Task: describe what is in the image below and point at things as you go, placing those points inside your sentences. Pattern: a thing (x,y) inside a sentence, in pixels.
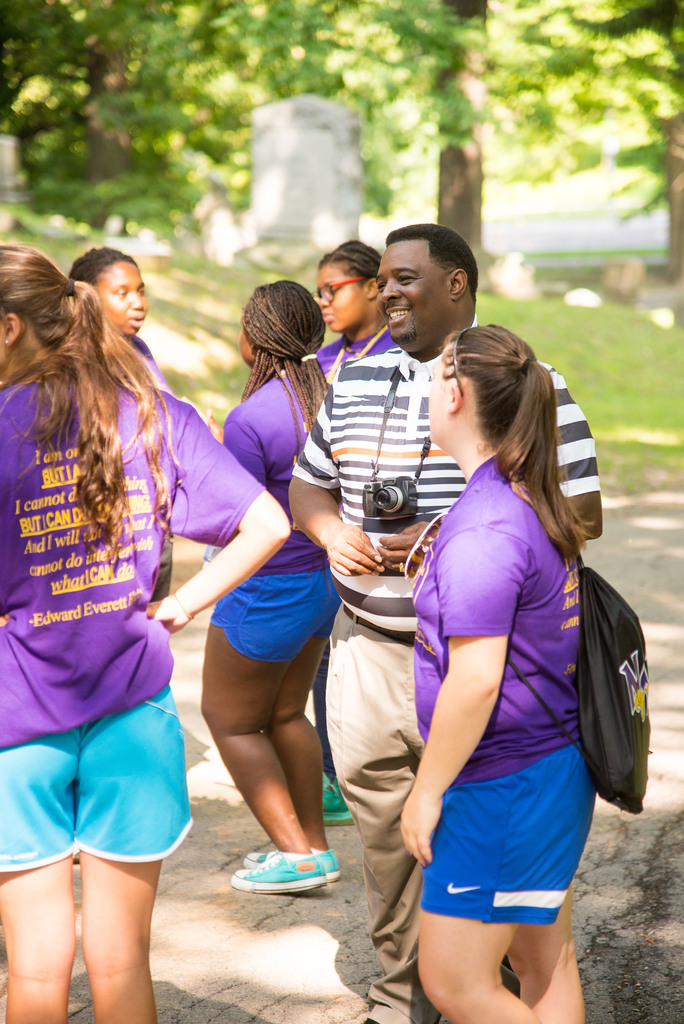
In this image there are six persons (315,489), one person (362,521) is carrying a camera (377,503), one person (471,549) is carrying a bag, there are trees (263,65), there is grass (615,320).
